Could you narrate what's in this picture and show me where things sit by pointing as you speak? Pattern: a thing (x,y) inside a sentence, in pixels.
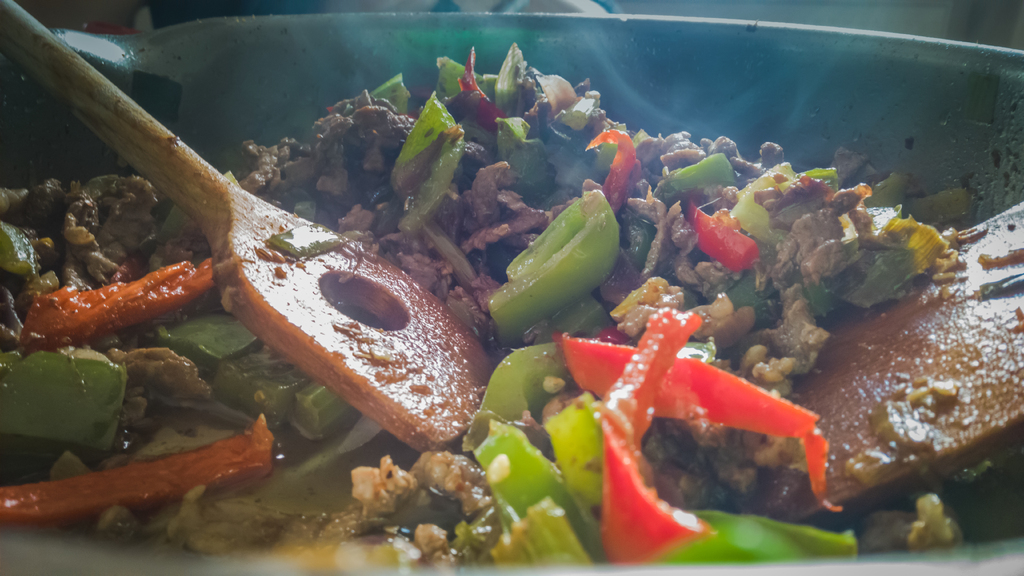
In this image we can see food (368,422) in the bowl (56,170) and ladles (401,385) in it.
